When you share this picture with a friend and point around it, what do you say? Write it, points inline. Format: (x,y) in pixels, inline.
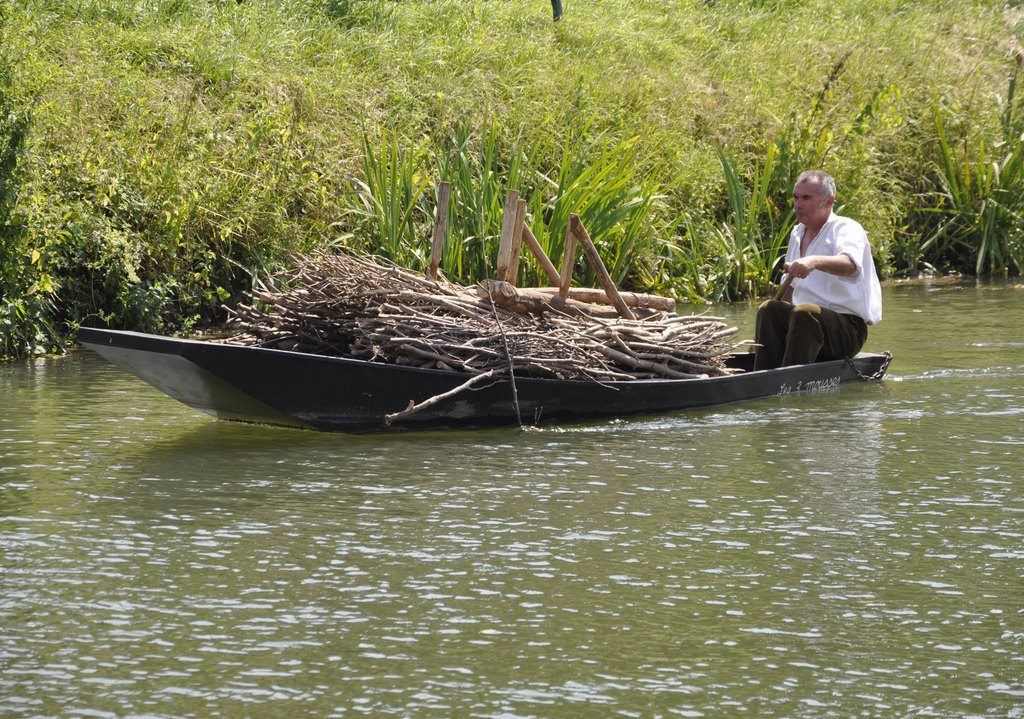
In the foreground of the picture (191,666) there is a water body (0,615), in the water (886,342) we can see a boat (709,389). In the boat (502,377) we can see wooden logs (560,306) and a man (806,227). In the background (350,137) there are plants (351,161).
